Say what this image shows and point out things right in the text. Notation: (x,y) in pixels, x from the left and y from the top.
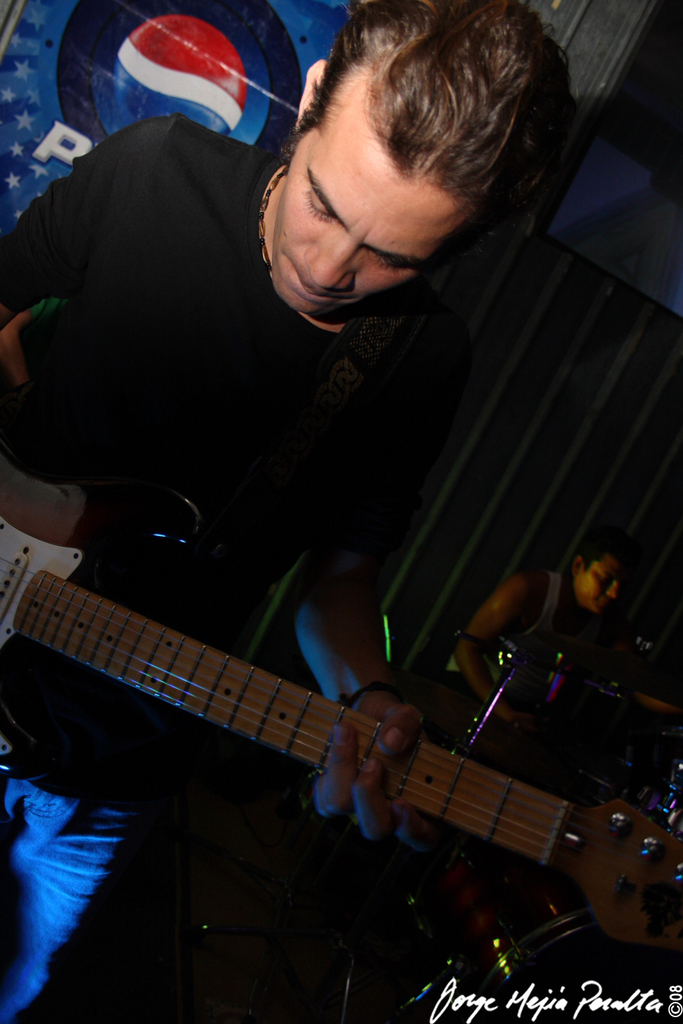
There is a man (242,339) in the given picture, holding a guitar (225,685) in his hand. In the background (519,618), there is a person (583,610) playing some musical instrument (547,674) here.
